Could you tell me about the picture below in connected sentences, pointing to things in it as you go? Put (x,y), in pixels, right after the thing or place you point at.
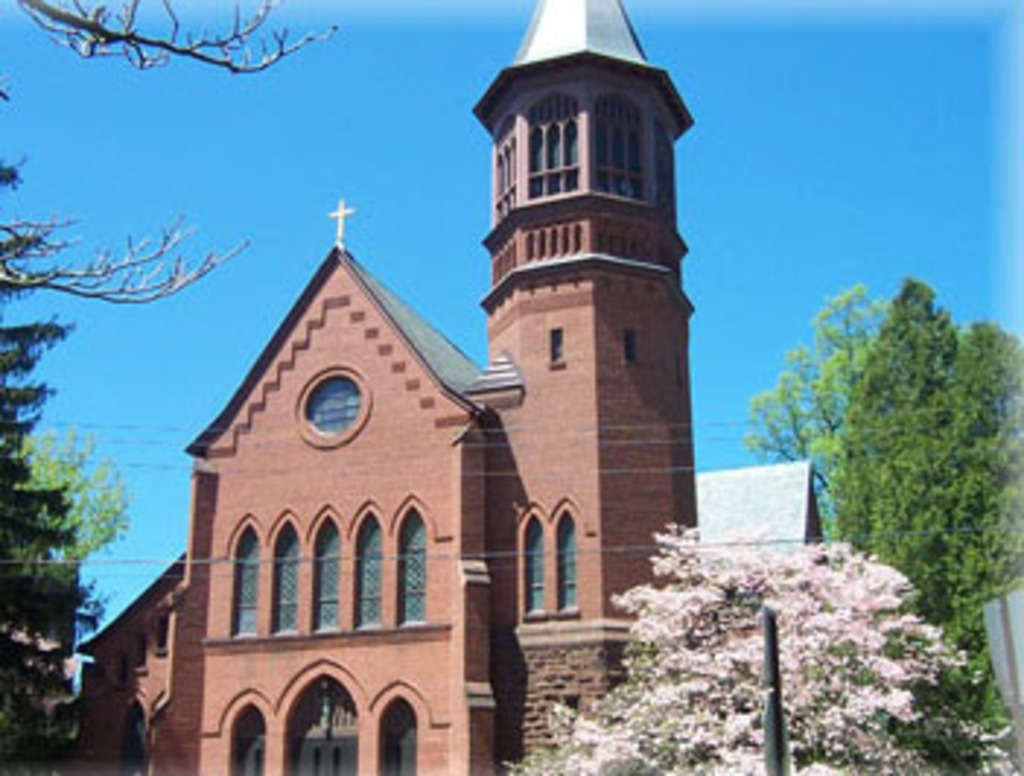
In this picture I can see the church (594,545). On the right (826,595) and left I can see many trees (782,550). At the top (472,22) I can see the sky (451,17).
